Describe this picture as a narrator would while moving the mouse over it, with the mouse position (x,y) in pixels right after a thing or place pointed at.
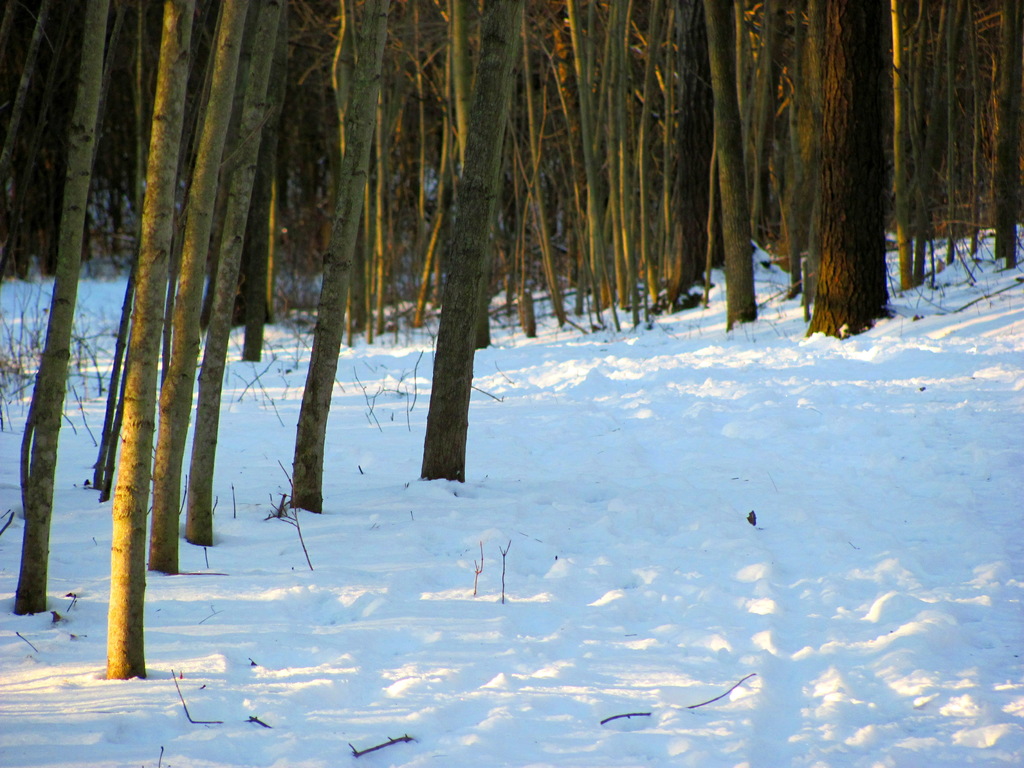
There is snow (596,584) and there are tree trunks (486,120).
